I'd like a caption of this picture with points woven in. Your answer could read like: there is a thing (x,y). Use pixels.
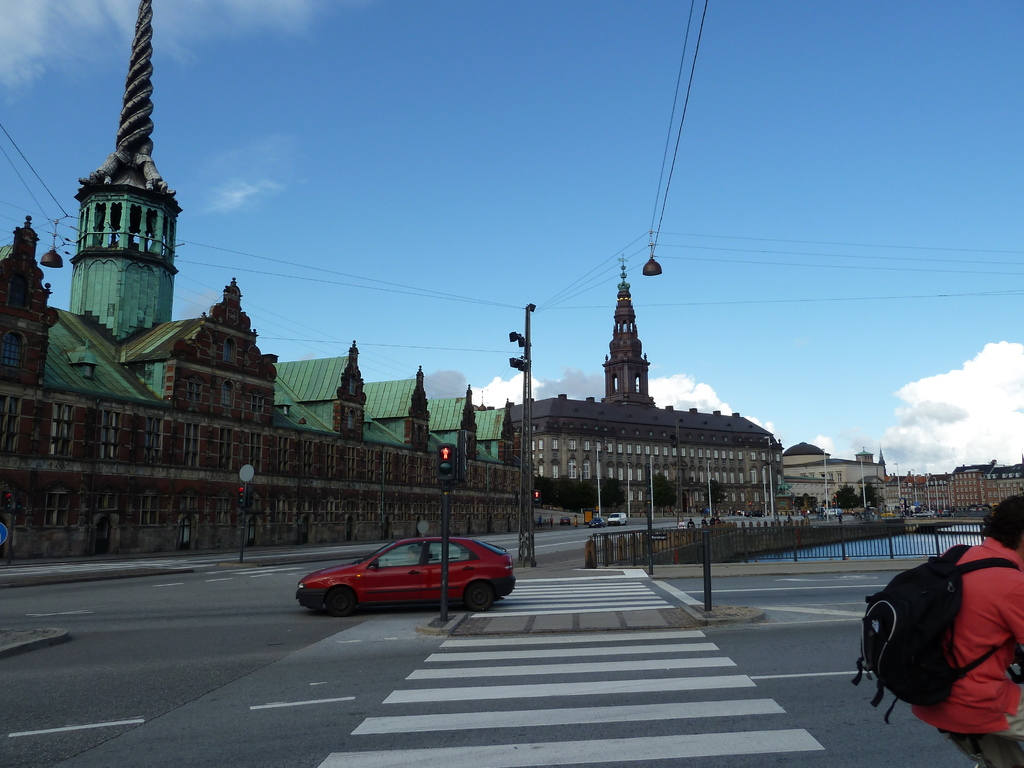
In this image I can see few roads (874,748) and on it I can see number of white lines (588,752), poles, signal lights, street lights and few vehicles (415,590). I can also see number of buildings (48,447), wires (678,144), clouds (464,388), the sky (420,262) and here I can see one person (992,609) I can see this person (974,669) is wearing orange colour dress (976,608) and carrying a black bag (871,633).
